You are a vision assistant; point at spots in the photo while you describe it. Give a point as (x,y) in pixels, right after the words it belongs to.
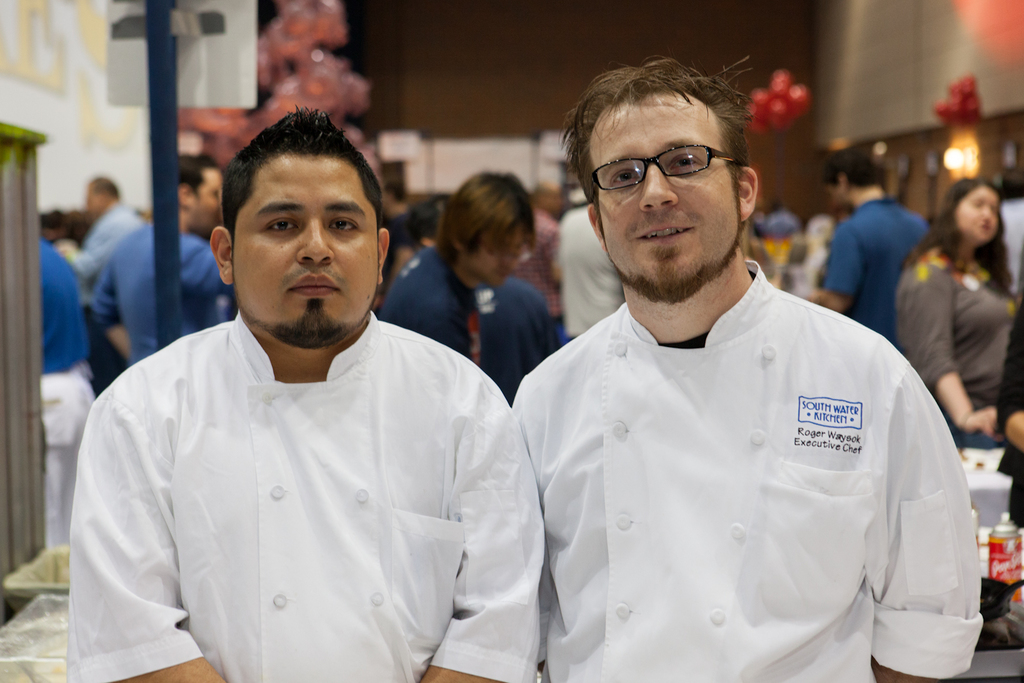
In this image I can see group of people (288,218) standing. In front (591,357) the person (689,460) is wearing white color dress (777,565). In the background (949,98) I can see few lights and I can see few balloons (963,99) in red color.
